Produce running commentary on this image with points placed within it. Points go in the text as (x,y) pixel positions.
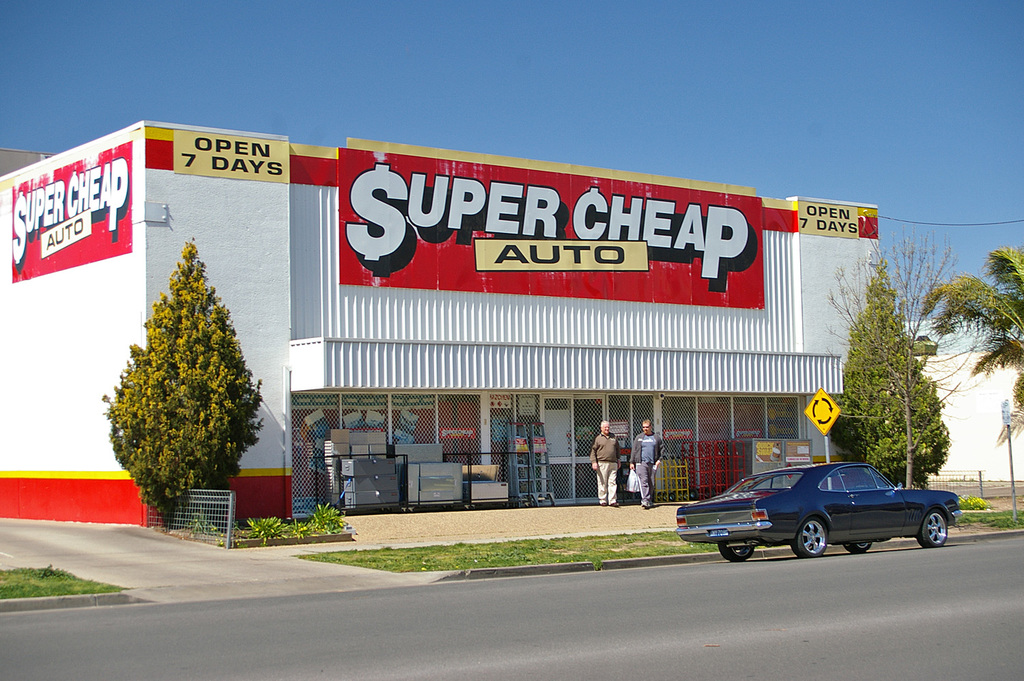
There is a car (876,496) on the road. There are trees (159,328) and building (526,312). 2 people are standing.
